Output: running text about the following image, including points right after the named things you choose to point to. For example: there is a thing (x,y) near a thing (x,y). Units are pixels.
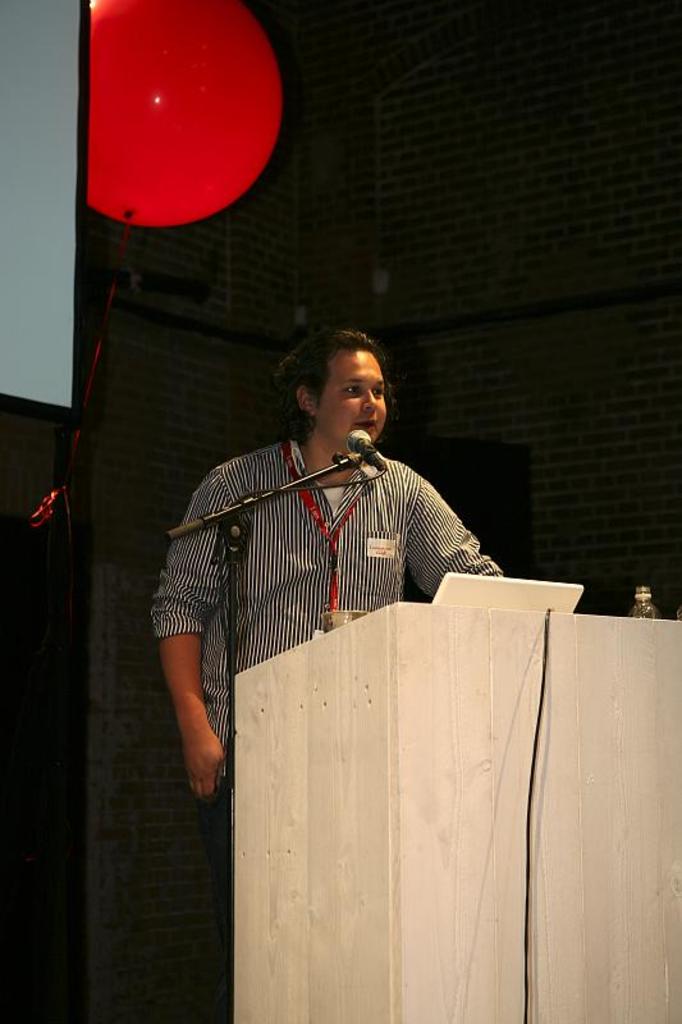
In this picture I can observe a person (320,537) standing in front of a podium (400,761). There is a mic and a stand (233,511) in front of a person (309,511). On the left side (43,146) I can observe a screen (56,197). There is a red color balloon (191,112) beside the screen (35,99). In the background (327,241) there is a wall (385,242).
